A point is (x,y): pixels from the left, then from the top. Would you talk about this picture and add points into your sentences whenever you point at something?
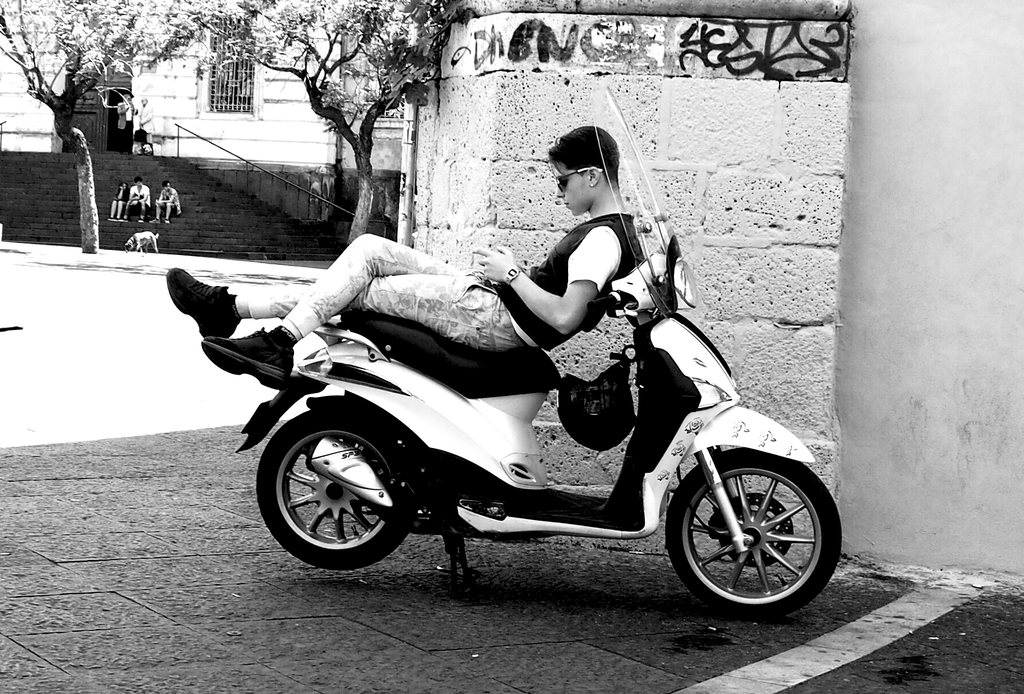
this picture shows a man (212,349) laid on the seat (424,367) of a motorcycle (508,382) and we see couple of trees (135,4) and building (304,128) and we see a dog (133,245) and three people (123,199) seated on the stairs (182,195).
